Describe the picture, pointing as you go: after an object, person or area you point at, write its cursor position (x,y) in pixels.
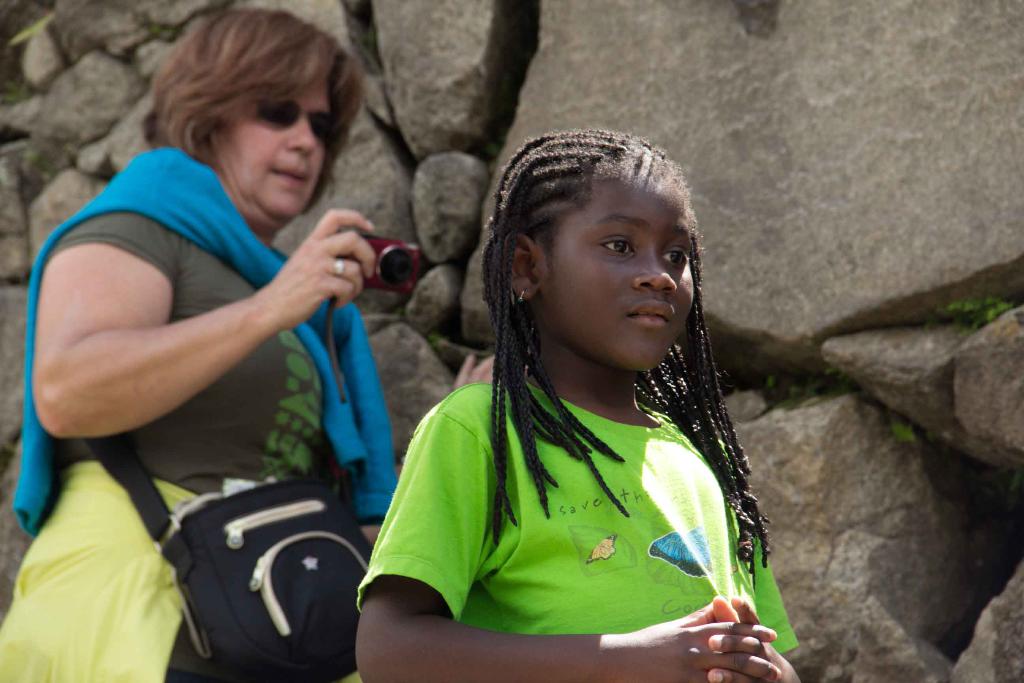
In the foreground of the picture (507,379) there is a girl (633,416). In the background (259,227) there is a woman (197,468) wearing a bag (265,594) and holding a camera (370,248). In the background (457,219) it is rock (396,134).
